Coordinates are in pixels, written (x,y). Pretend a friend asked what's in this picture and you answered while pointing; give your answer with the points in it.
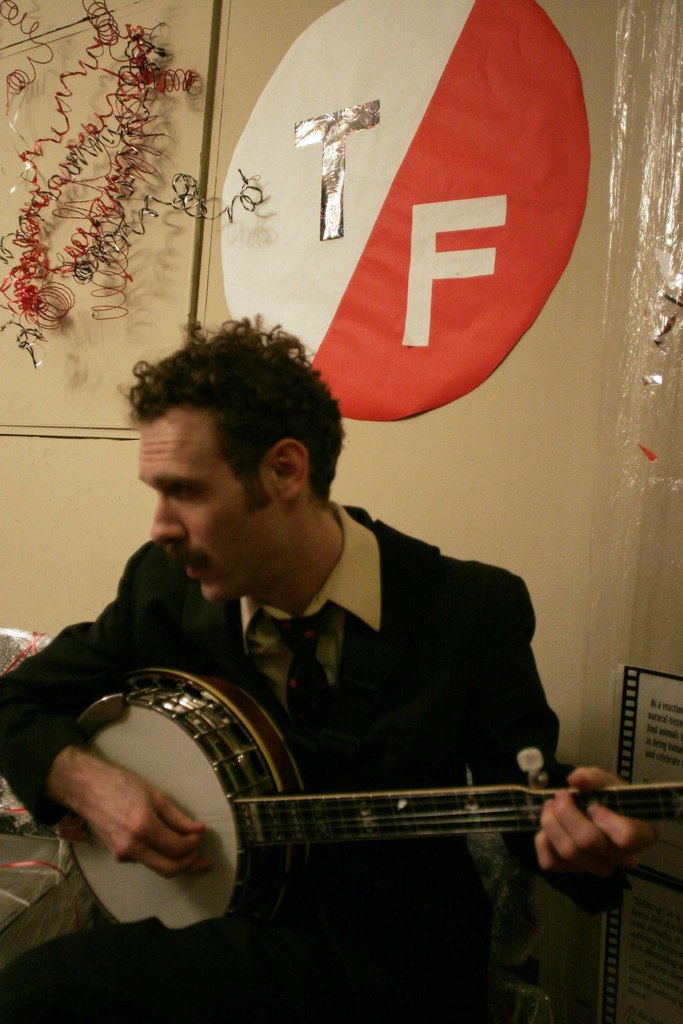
In this image we can see a man (240,580) is sitting on a chair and playing a musical instrument (277,729). In the background (318,334) there are decorative items (72,95), cupboard door (167,257), poster (353,347) on the wall (364,499), chair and on the right side (670,767) we can see cover (602,358) and posters (680,896).
